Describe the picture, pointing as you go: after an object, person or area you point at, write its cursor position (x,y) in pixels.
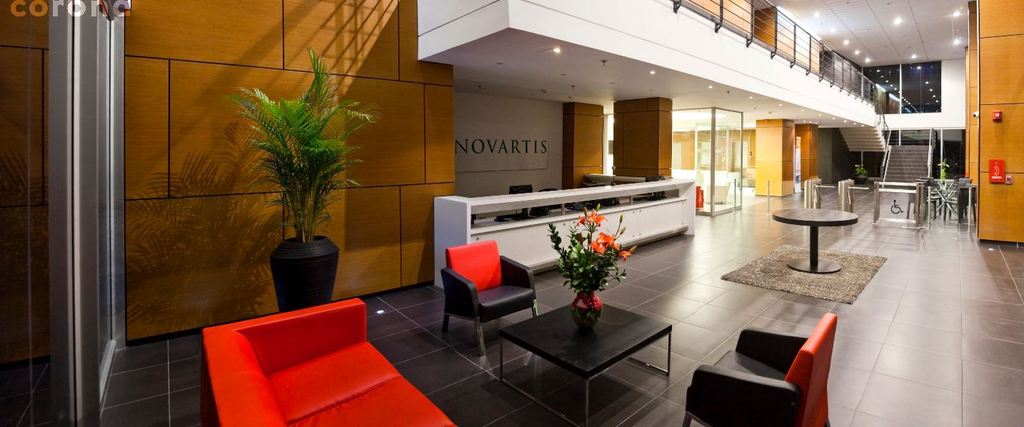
In this image there is a couch (306,405), table (545,326) and a chair (518,296) on the floor (452,355). There is a flower pot (289,275). At the background (898,175) there are stairs (898,165) and a glass door (711,164).
